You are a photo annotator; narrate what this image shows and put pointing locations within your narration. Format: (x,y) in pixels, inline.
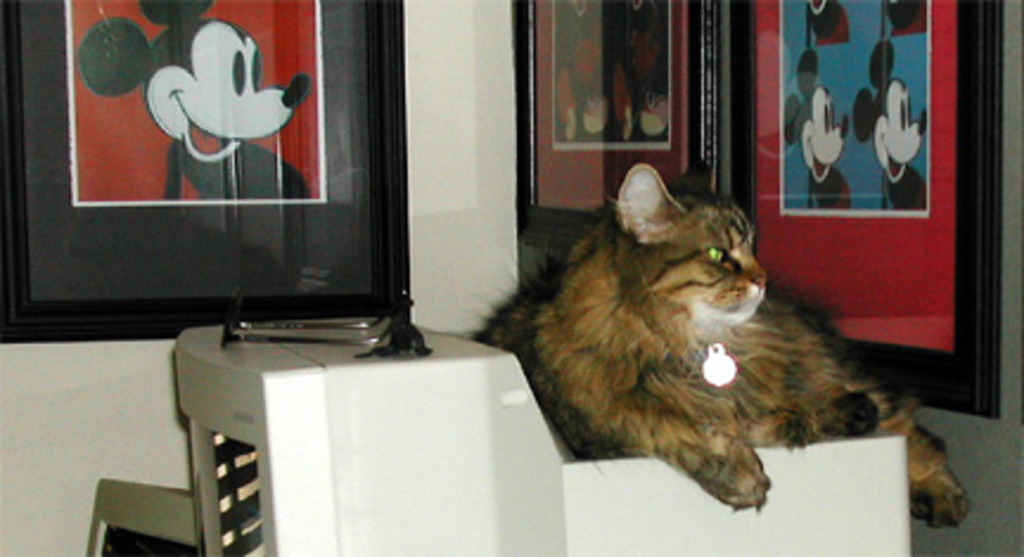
In this image, we can see a cat (658,318) wearing a chain (710,352) with light (711,360) and sitting on the stand (462,420). In the background (440,157), there are frames (672,83) placed on the wall (412,153).
